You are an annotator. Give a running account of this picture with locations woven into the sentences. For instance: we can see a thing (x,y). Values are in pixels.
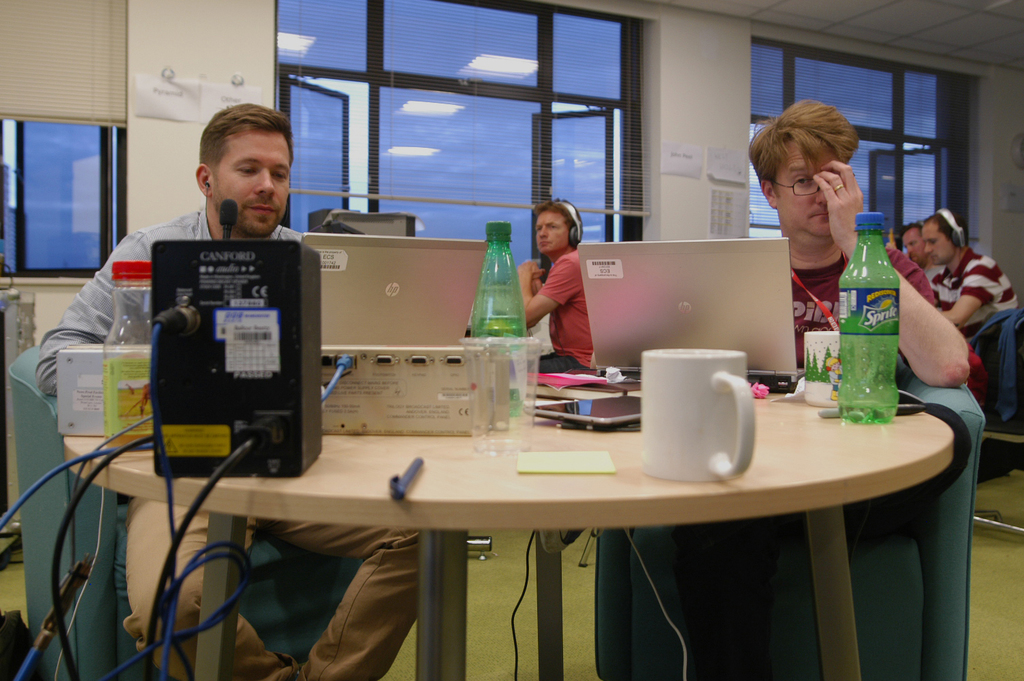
In this picture there are two persons (383,528) sitting on the chair (37,475), they have a table (334,494) in front of them with a bottle (848,398), coffee mug (746,379) and a laptop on the left side (306,232) and another laptop (676,318) on the right side (699,265). In the background (952,244) there are some people (940,213) sitting and there is a window (493,90).
